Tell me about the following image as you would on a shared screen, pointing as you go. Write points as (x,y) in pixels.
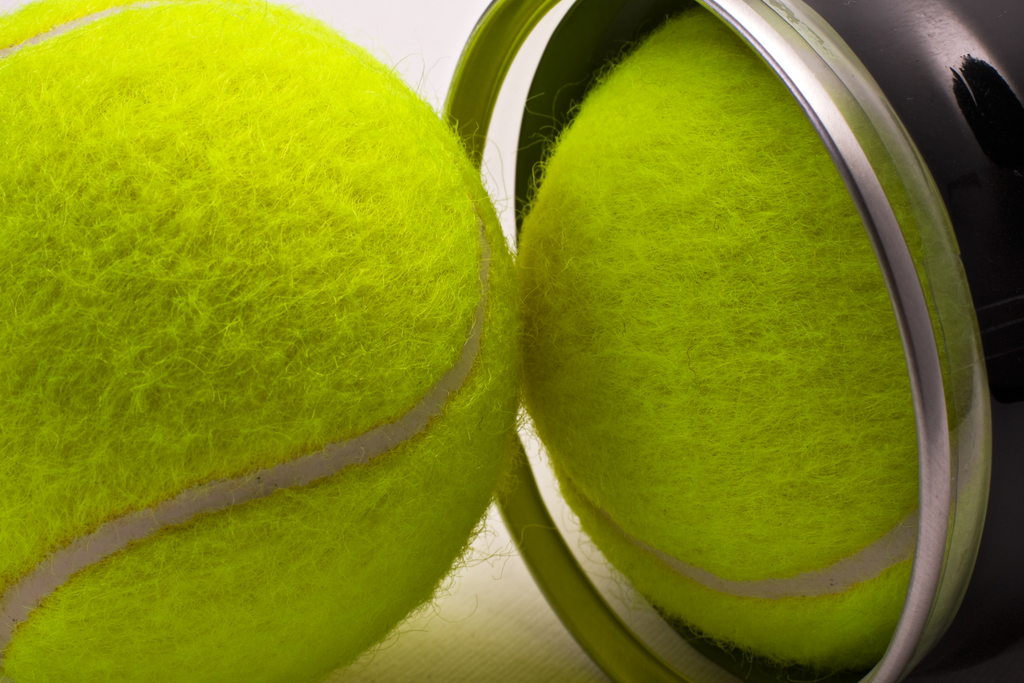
This is the picture of two balls (496,346), among them one is in the box (978,437).
